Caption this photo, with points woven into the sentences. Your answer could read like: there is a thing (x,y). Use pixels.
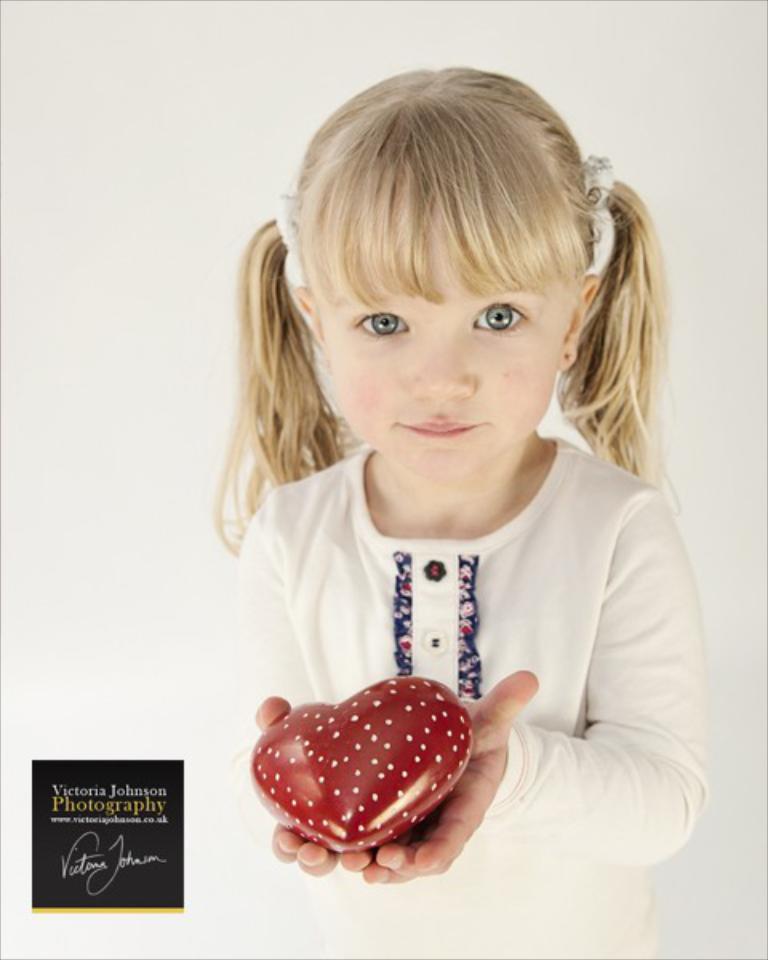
In this image, we can see a girl (279,420) standing and she is holding a red color object (344,740), there is a white color background (158,522).
